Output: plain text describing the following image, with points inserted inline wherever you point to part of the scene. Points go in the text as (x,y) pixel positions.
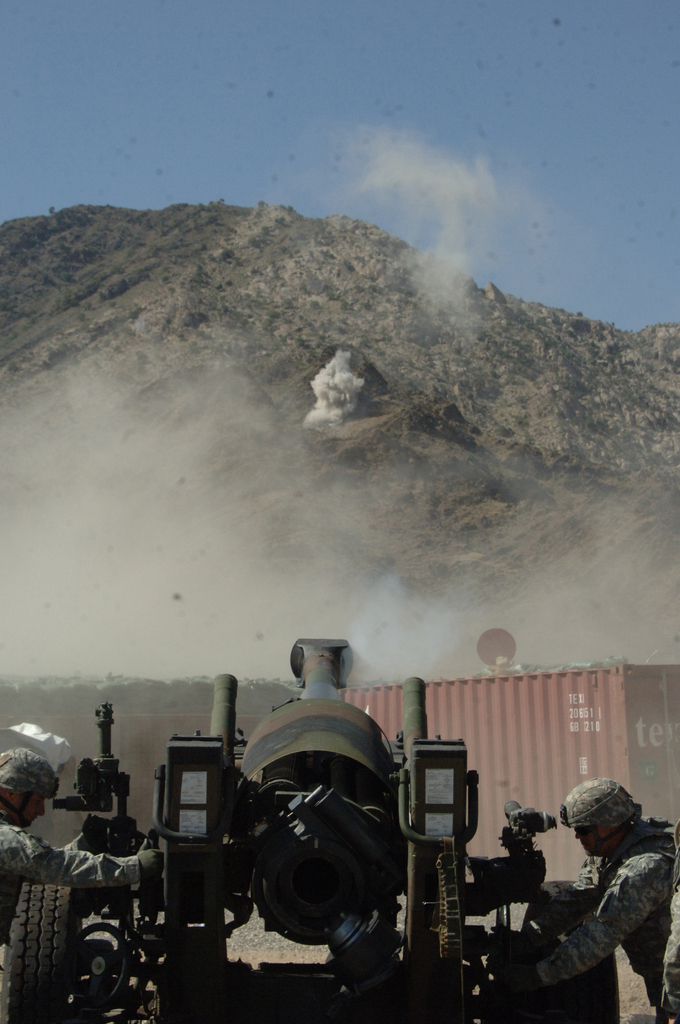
In this image we can see two persons (45,871), there is a cannon (299,878), also we can see the mountain (332,333), and the sky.
